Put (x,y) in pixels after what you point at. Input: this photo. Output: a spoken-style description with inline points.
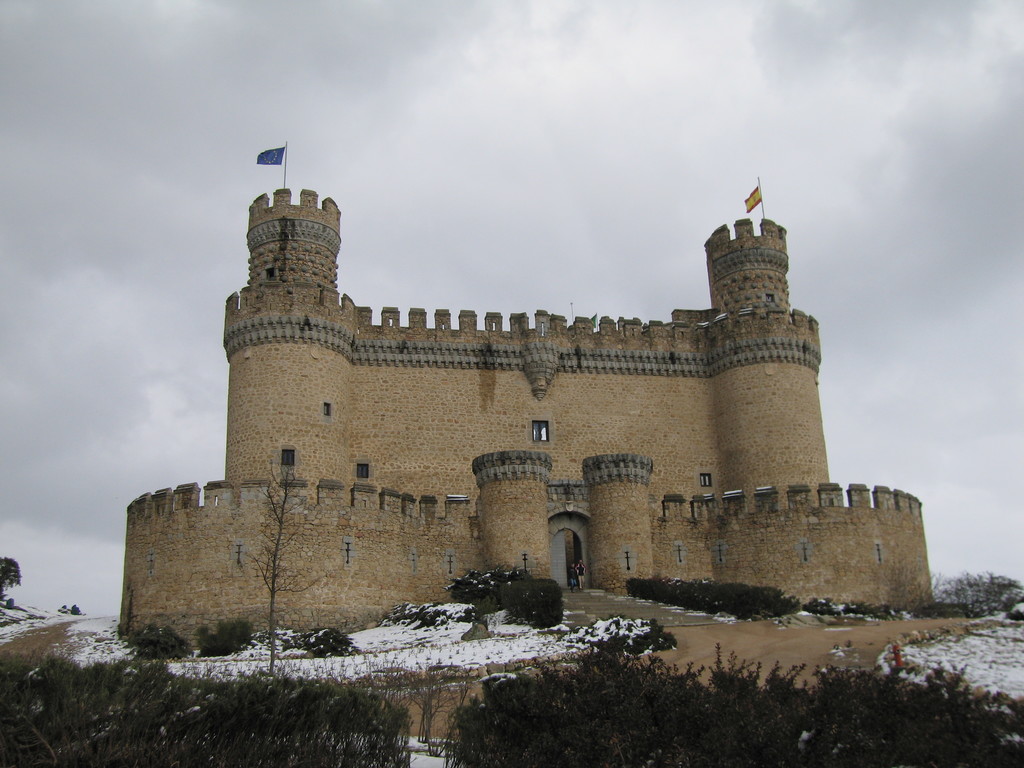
In this picture there is a castle (742,520) on the hill (606,618). On the castle (327,222), there are two flags (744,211). At the bottom (490,675), there are trees (639,687) and snow (1017,652). In the background (552,152), there is a sky (675,115) with clouds (624,134).
